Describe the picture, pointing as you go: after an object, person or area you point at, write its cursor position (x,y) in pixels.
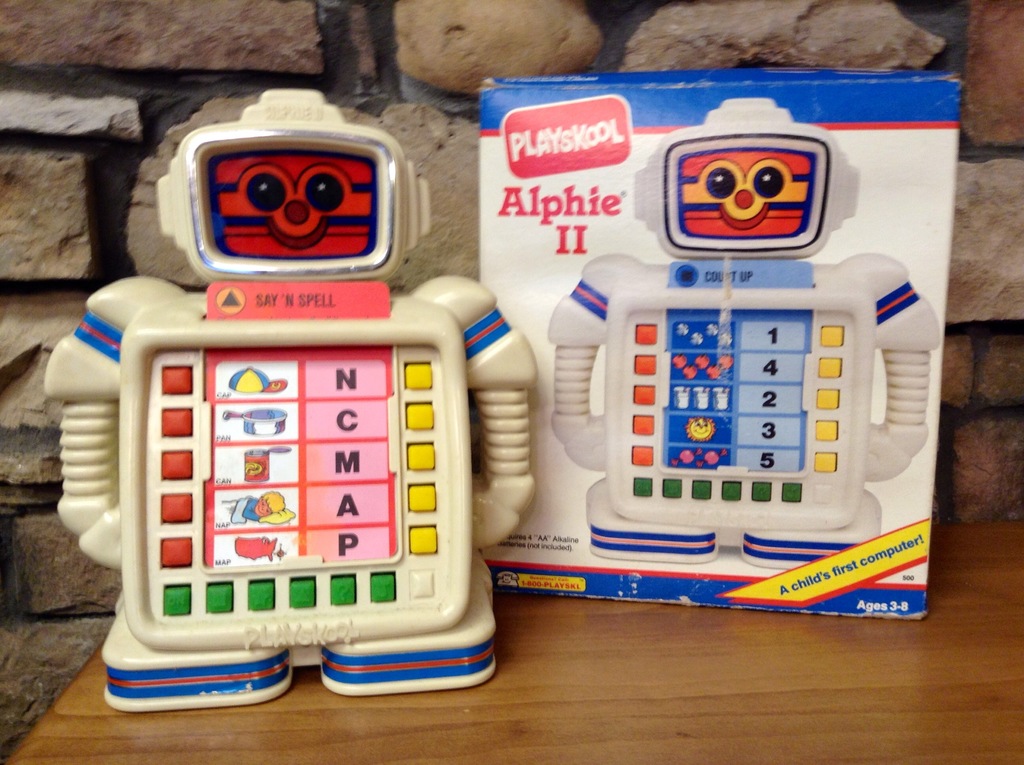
In this image there is a toy (243,408) and its box (663,464) are placed on the table (727,715). In the background (408,138) there is a wall (457,210).
